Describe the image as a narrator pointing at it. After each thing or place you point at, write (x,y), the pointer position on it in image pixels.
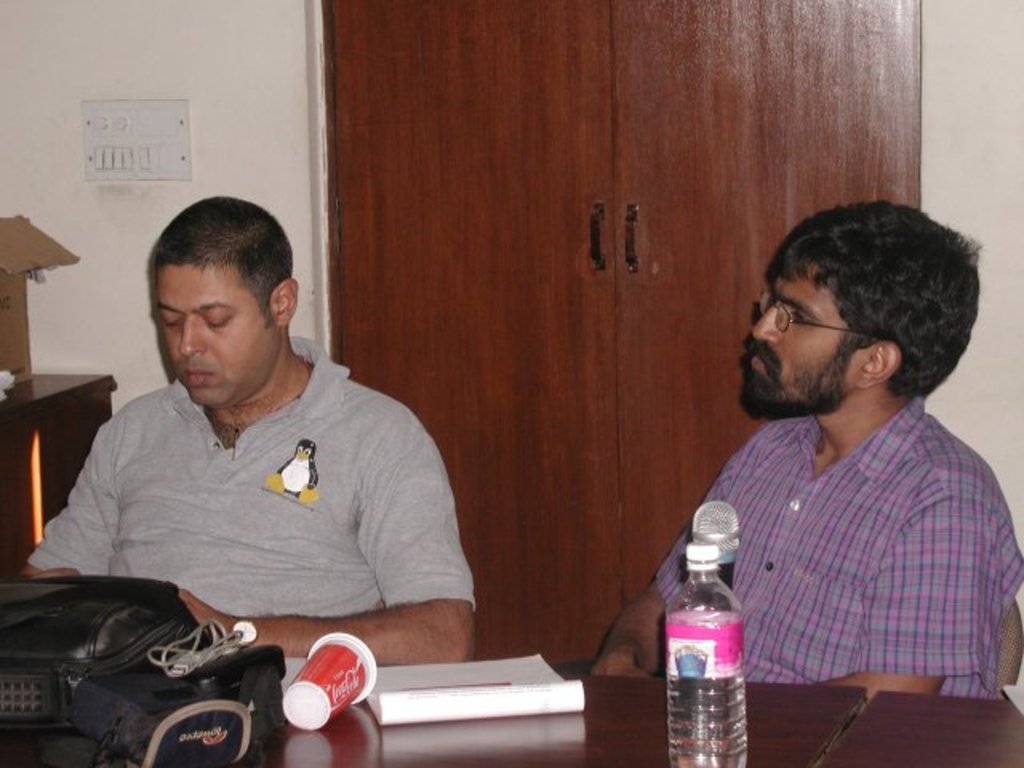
In this picture we can see two men (755,534) sitting on chair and in front of them we have table (377,728) and on table (755,712) we can see bottle (690,646), glass (331,677), paper (534,665), bag (150,666) and in the background (108,127) we can see switchboard (134,131), cupboard (398,91), wall (116,251).
